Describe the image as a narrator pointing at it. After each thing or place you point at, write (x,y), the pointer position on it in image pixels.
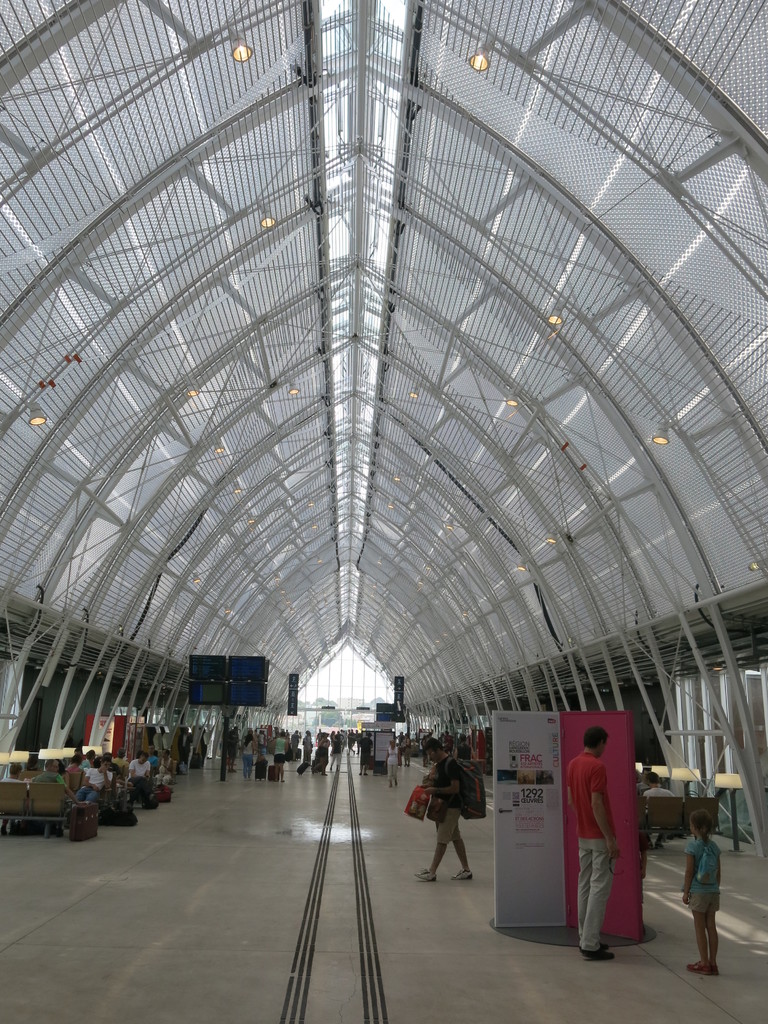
This picture describes about group of people (114,774), few are standing, few are walking and few are sitting on the chairs (55,812), in the background (156,404) we can see metal rods (337,404) and lights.
